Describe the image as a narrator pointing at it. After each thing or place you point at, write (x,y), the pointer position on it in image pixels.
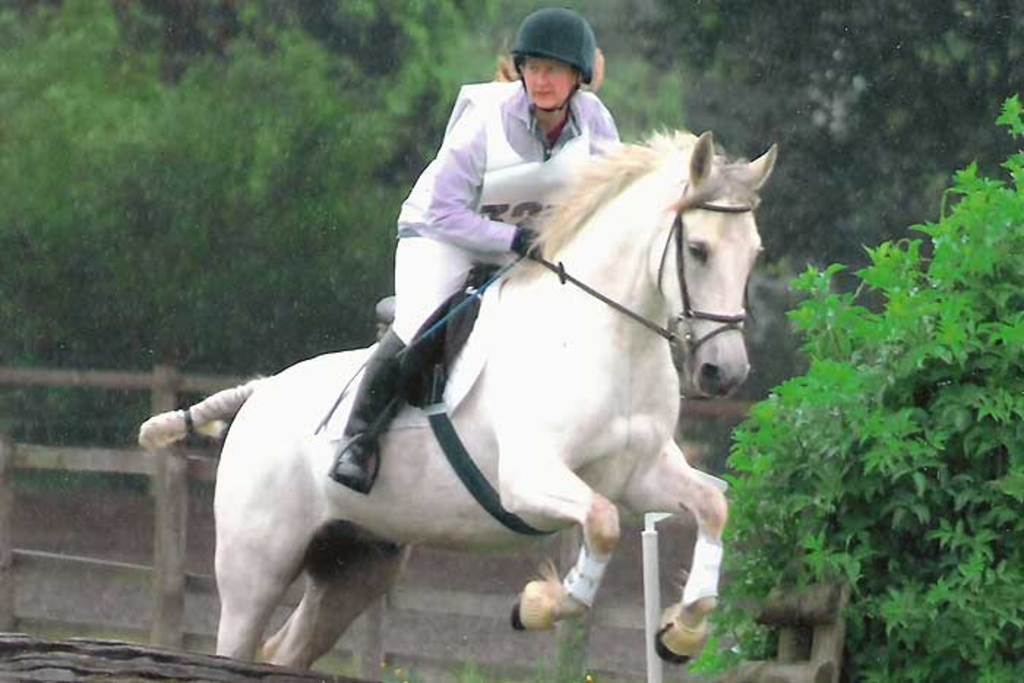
This picture we can observe a woman (462,223) riding a white color horse (445,458). She is wearing green color helmet (551,47) on her head (569,68). We can observe trees (832,404) in this picture. There is a wooden railing (70,452) behind the horse (284,505).
